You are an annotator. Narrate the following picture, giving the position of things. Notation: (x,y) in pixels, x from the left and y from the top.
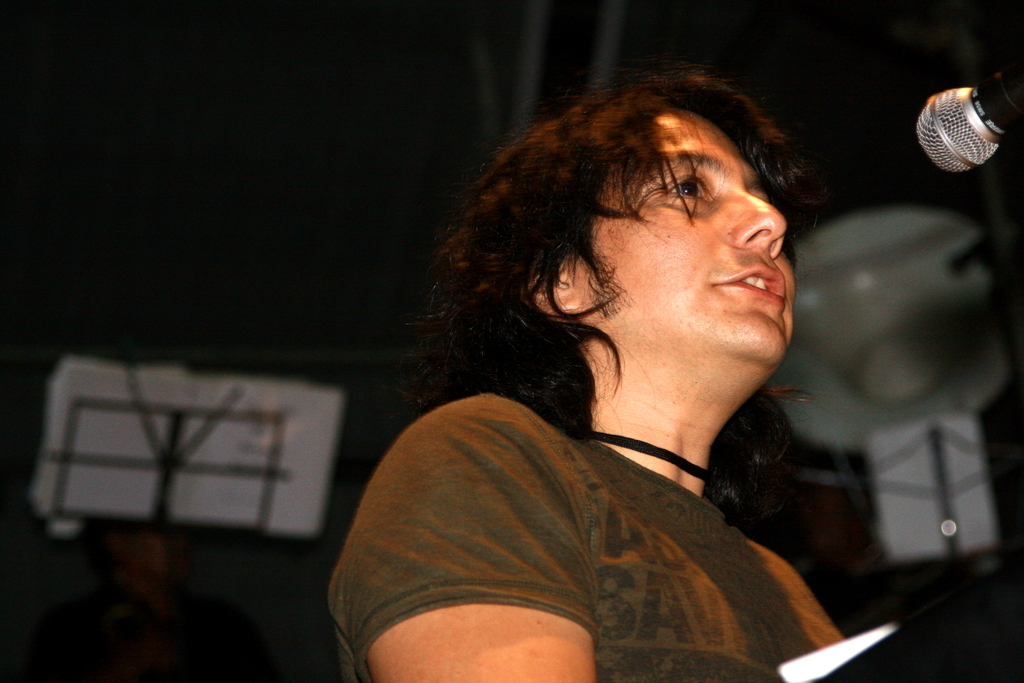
In this picture I can see a man (659,464) standing and singing with the help of a microphone (986,145) and I can see a book (195,482) to the stand (195,482) and I can see a black color background (10,641).
